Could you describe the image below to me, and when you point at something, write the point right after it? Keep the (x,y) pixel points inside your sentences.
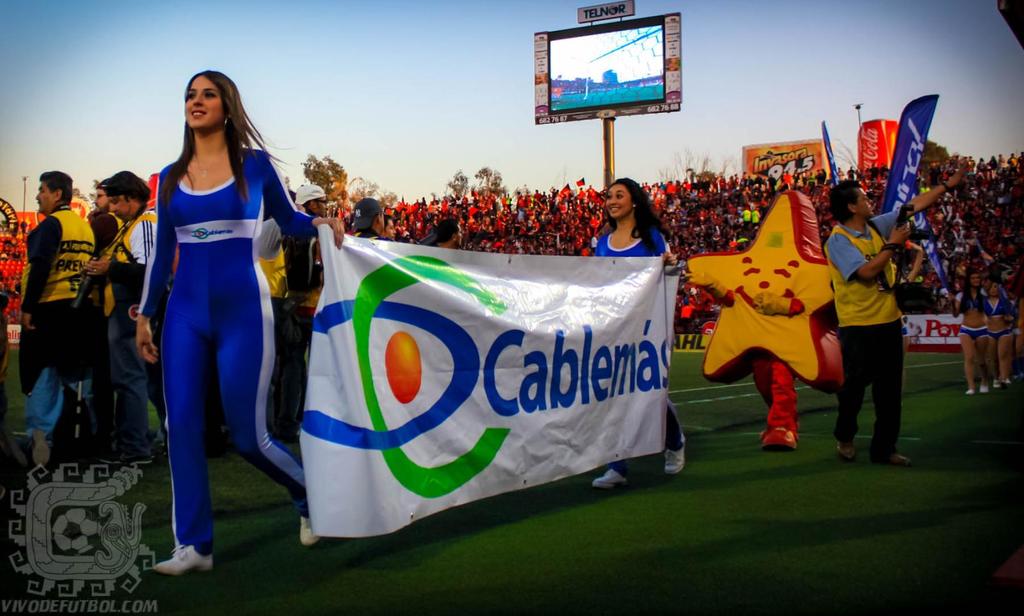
In this picture we can see two women (243,257) holding a banner (544,382), on the left side (129,285) there are some people (104,312) standing here, in the background (624,93) there is a screen (629,68), we can see some people (933,223) here, at the bottom (765,545) there is grass (765,545), there is sky (362,60) at the top of the picture (346,46), at the left bottom (102,541) we can see a logo (70,547).
